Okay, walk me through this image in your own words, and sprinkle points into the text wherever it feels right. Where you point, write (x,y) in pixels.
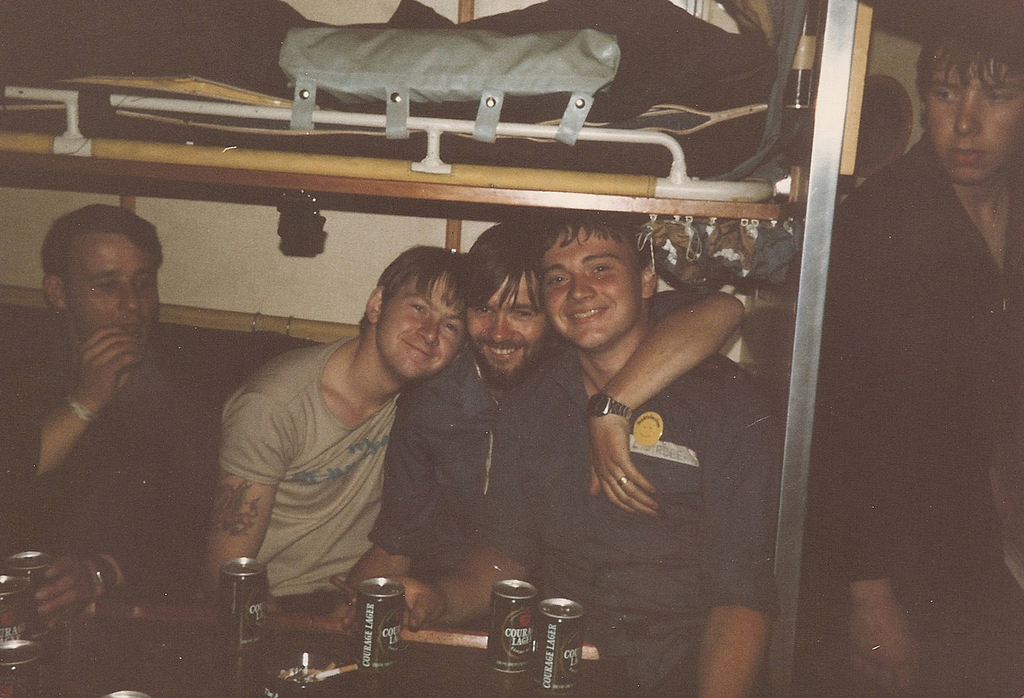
In this image I can see there three persons (466,546) and they are smiling, in front of them I can see the beer tins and I can see a bed (277,66) at the top (84,104) and I can see a person (108,456) on the left side (72,446).
